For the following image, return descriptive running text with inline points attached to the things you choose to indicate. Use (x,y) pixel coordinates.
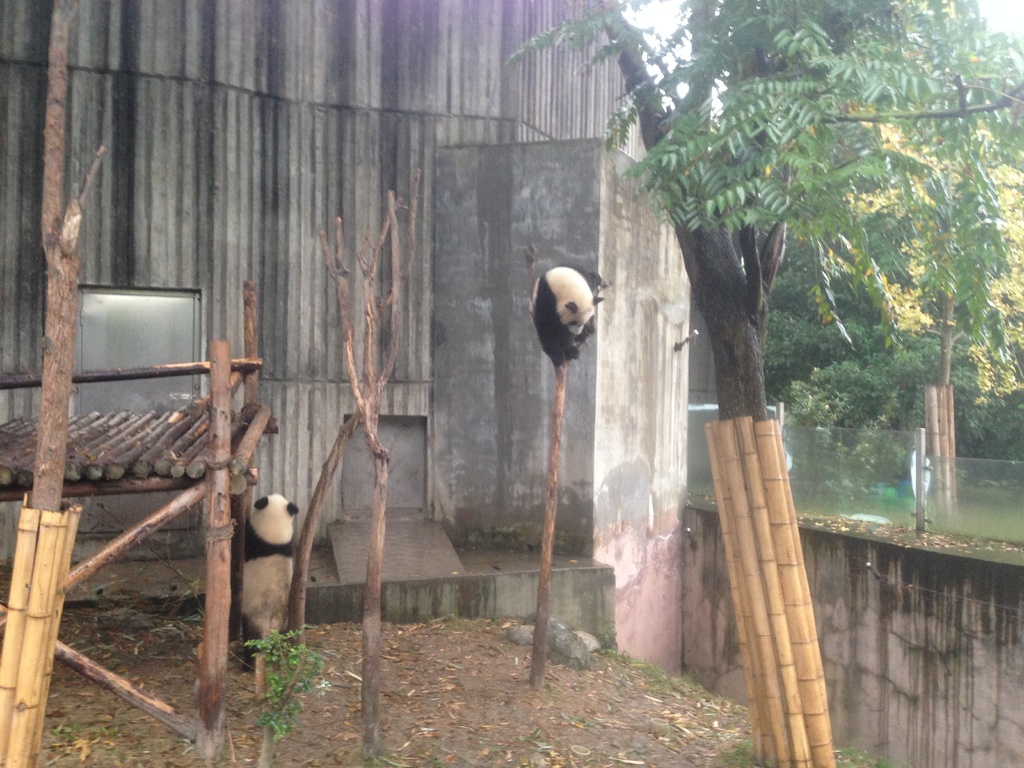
Here we can see pandas (578,343). These are trees (865,183).
